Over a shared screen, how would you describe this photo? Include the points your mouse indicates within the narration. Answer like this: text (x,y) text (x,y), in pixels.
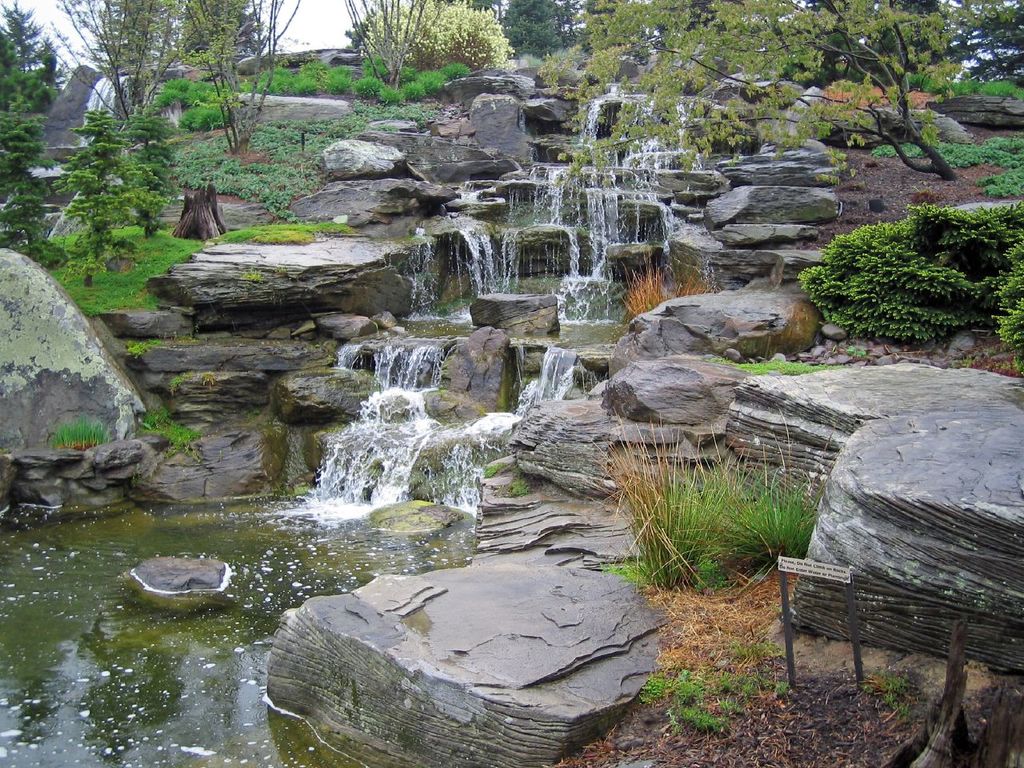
In this image I can see the water (131,610). To the side I can see the water (545,226) flowing from the rocks (489,325), trees (222,14) and grass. In the background (882,13) I can also see few more trees (877,31) and the sky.
